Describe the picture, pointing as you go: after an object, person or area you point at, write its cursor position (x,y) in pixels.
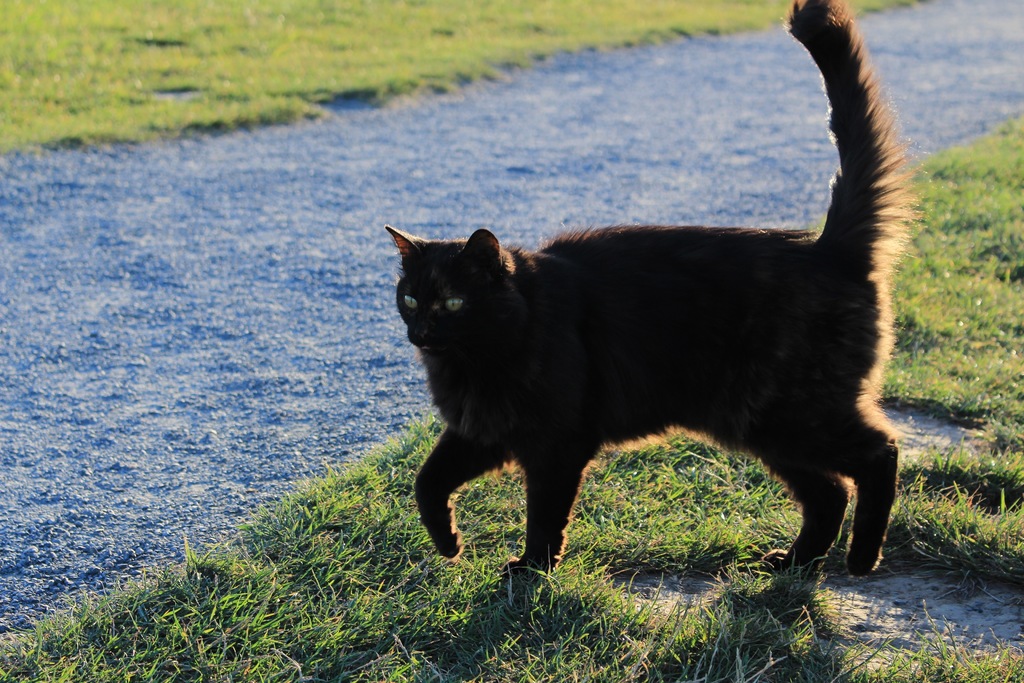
In the picture I can see a black color cat (543,400) is walking on the grass (788,591), here I can see the stones (275,244) on the ground (128,290) and this part of the image is slightly blurred.
